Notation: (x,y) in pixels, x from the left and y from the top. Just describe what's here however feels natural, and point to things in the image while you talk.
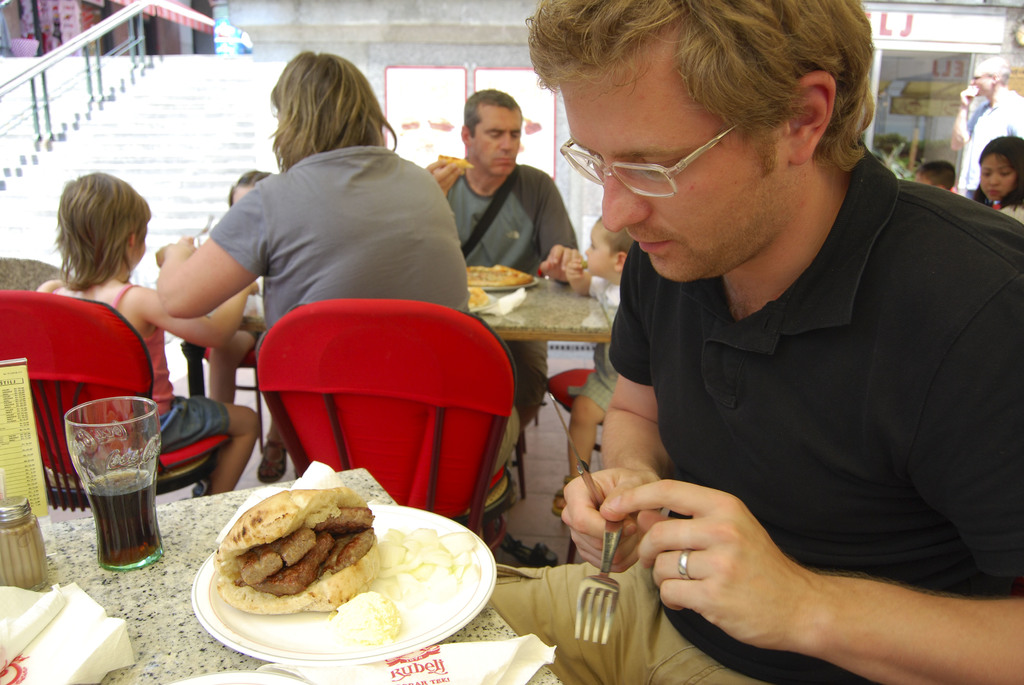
In this picture we can see a man (720,141) holding a fork (608,558) in his hand (664,496) and looking at the plate (449,612) of food (341,622) on the table (155,587). In the background (473,264), we can see many people (236,195) sitting on the chairs (444,326) near the tables (570,295) and having food (476,290).
